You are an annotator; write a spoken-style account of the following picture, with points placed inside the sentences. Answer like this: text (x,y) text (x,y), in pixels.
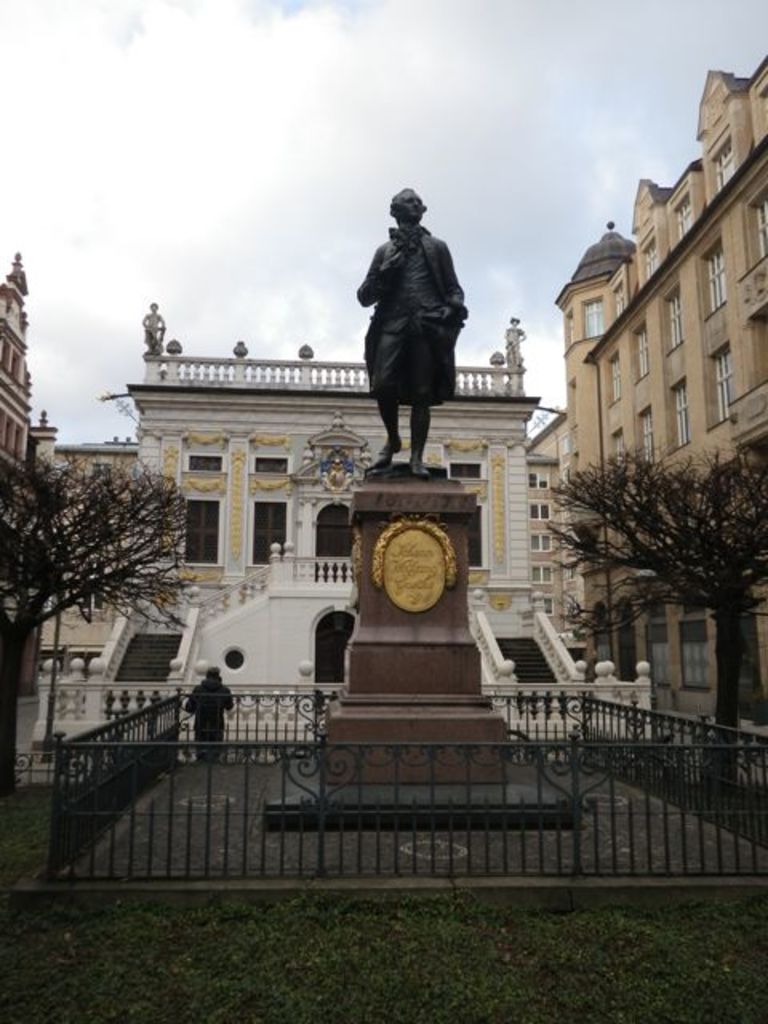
As we can see in the image there is fence (444,834), statue (444,263), grass (426,916), a person (200,697) standing over here, trees (725,676), stairs (517,642) and building (296,451). At the top (616,118) there is a sky (502,39).
